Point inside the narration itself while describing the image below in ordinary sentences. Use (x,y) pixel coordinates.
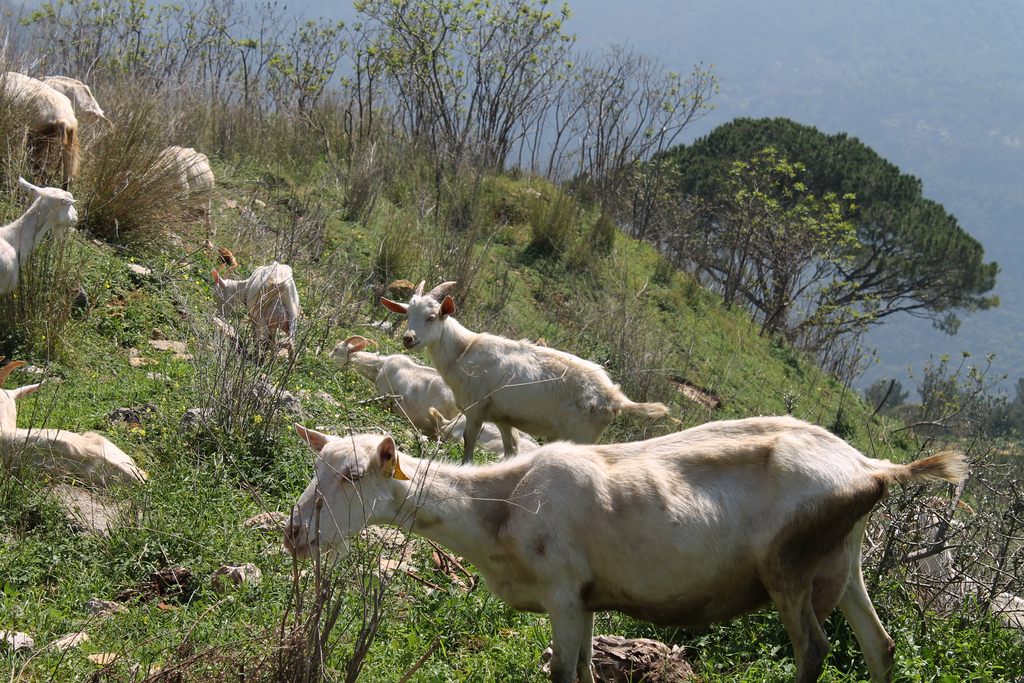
In this image, we can see goats (351,499) and in the background (860,195) there are trees (639,195). At the bottom (185,534), there is ground (183,524) covered with plants (257,363).
